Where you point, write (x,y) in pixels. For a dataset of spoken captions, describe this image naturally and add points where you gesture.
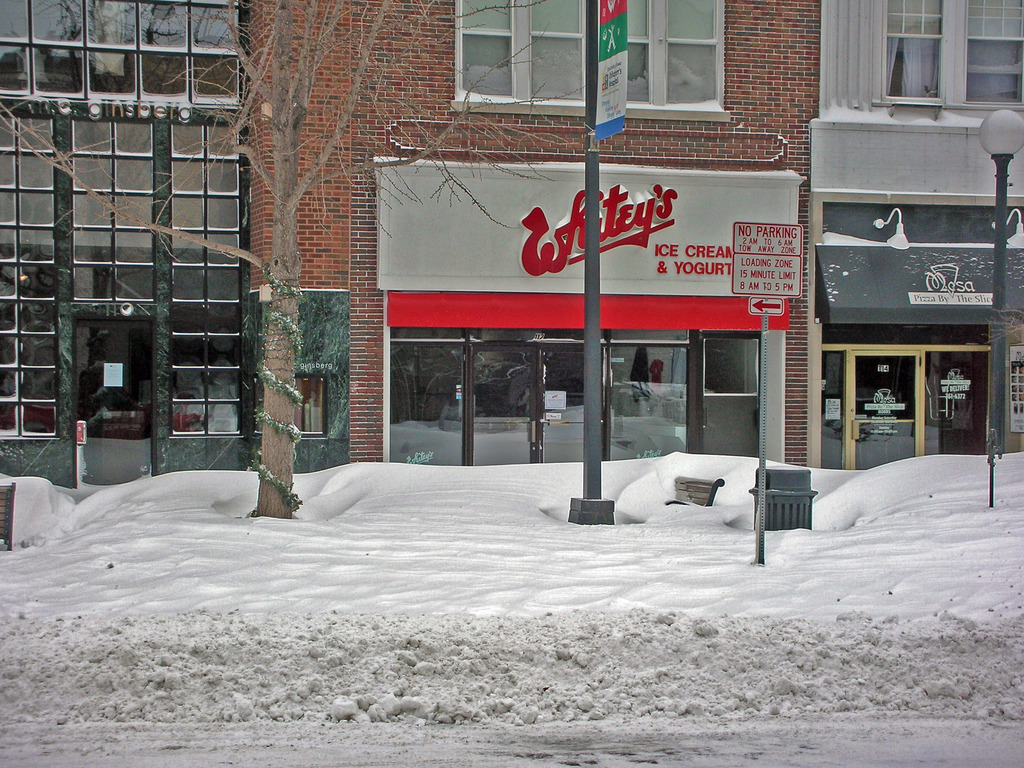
In this picture we can see the road (499,741), snow (554,586), bench (685,485), bin (798,492), tree (284,506), poles (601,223), name boards (660,248), light pole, lamp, curtains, doors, buildings (324,253) with windows (972,28) and some objects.
